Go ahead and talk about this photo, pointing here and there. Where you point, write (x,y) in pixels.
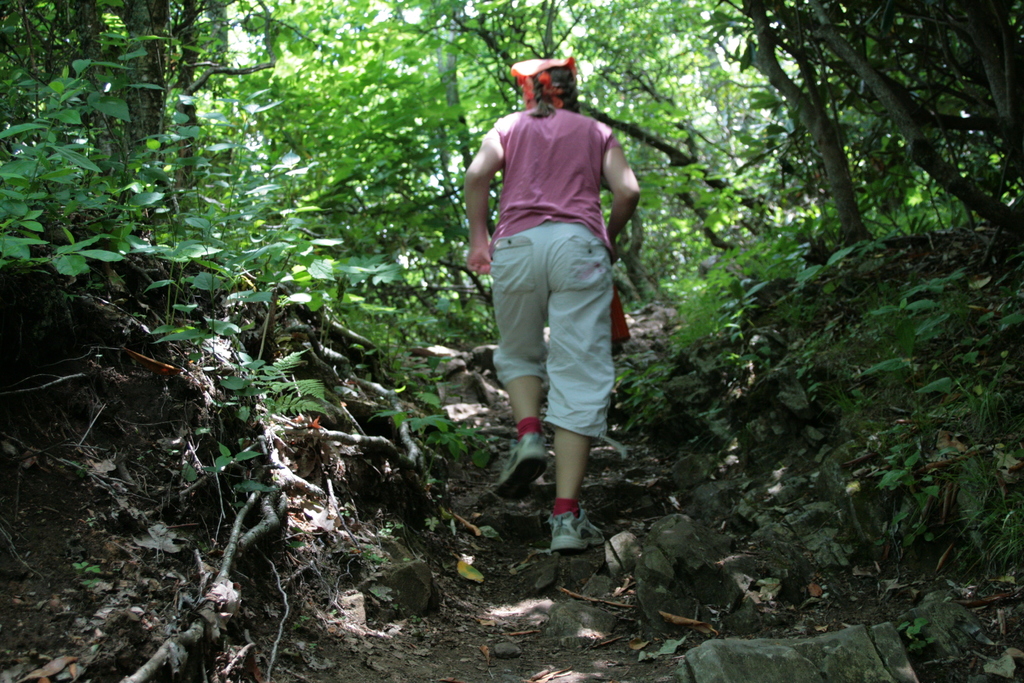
This image consists of a person (553,349) wearing a pink T-shirt (555,193) and a white short (583,304) is walking. It looks like a forest (926,146). At the bottom (405,611), there is ground (307,590). In the background (785,132), there are many trees (651,83).
